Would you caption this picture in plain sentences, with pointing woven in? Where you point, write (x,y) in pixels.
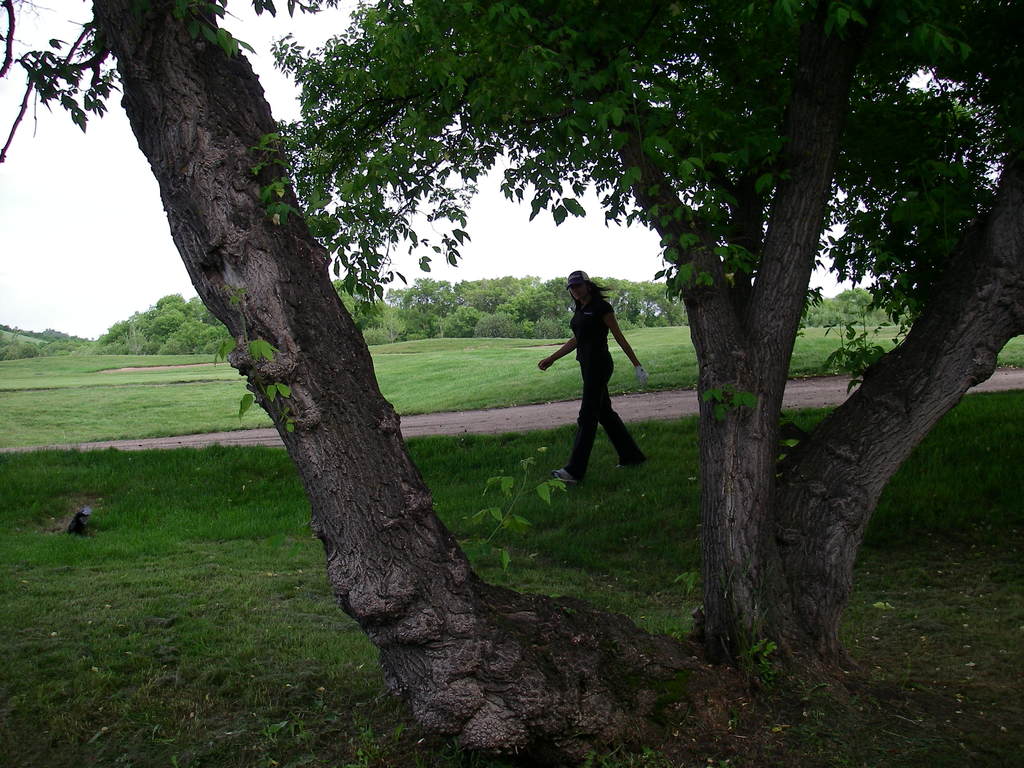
In this image we can see one person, there are few trees (726,460), plants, grass (136,608), at the top (131,214) we can see the sky (130,229).
